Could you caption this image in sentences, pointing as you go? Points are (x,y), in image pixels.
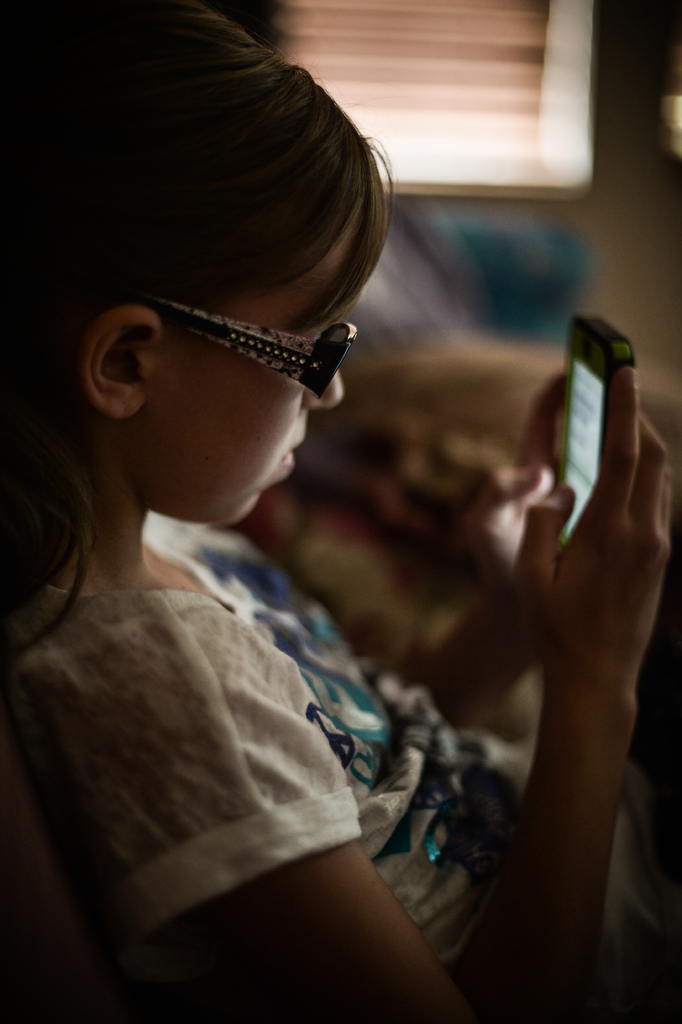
In this picture there is a girl (216,754) in the center of the image (243,414), by holding a cell phone (583,452) in her hands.
